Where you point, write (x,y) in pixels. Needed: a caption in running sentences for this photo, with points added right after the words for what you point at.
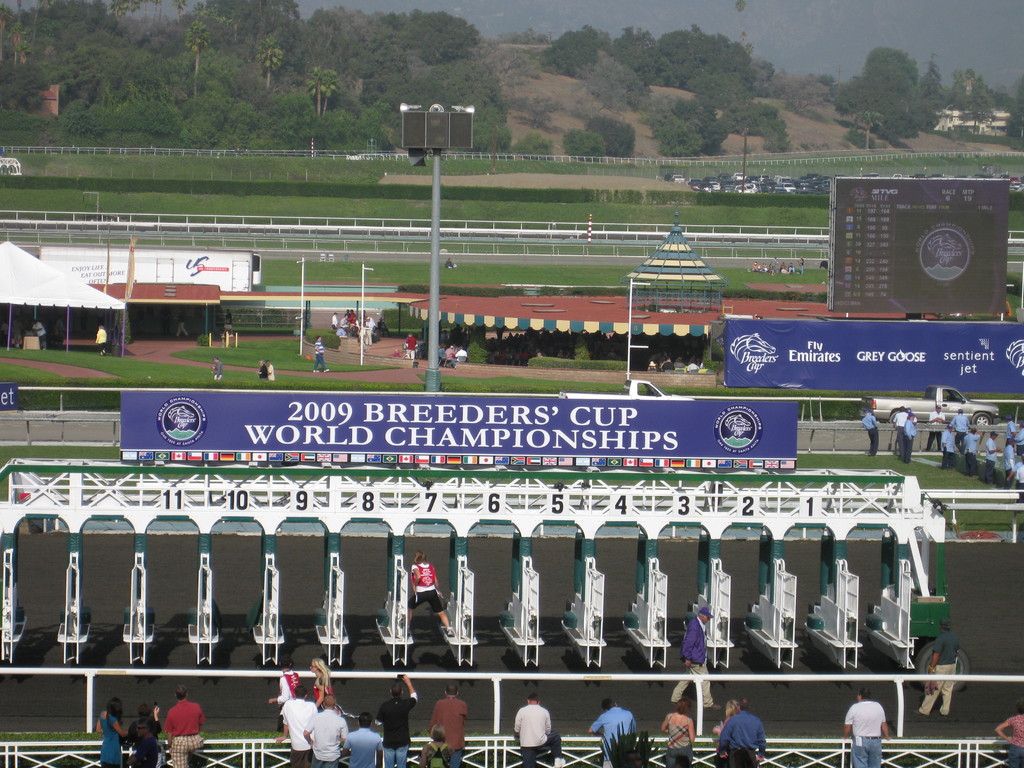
In this image I can see group of people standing and I can also see few boards (514,444) attached to the poles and the boards (595,420) are in blue color and I can also see few light poles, the railing (470,233). Background (931,229) I can see the screen (921,214), trees (427,88) in green color and I can also see few vehicles (742,176).
